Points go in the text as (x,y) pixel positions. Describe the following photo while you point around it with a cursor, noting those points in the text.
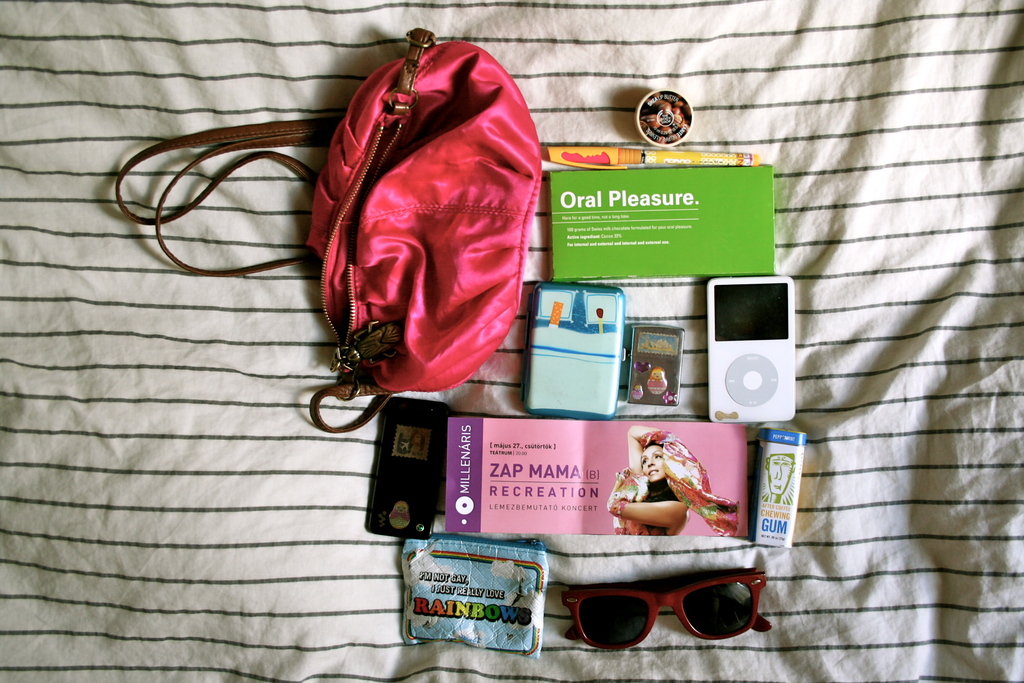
In the image we can see there are sun glasses (693,604), coin pouch (494,614), bag (413,271), lip balm (654,133), pen (676,162), ipod (740,346) and other items (585,363), purse (547,398).
